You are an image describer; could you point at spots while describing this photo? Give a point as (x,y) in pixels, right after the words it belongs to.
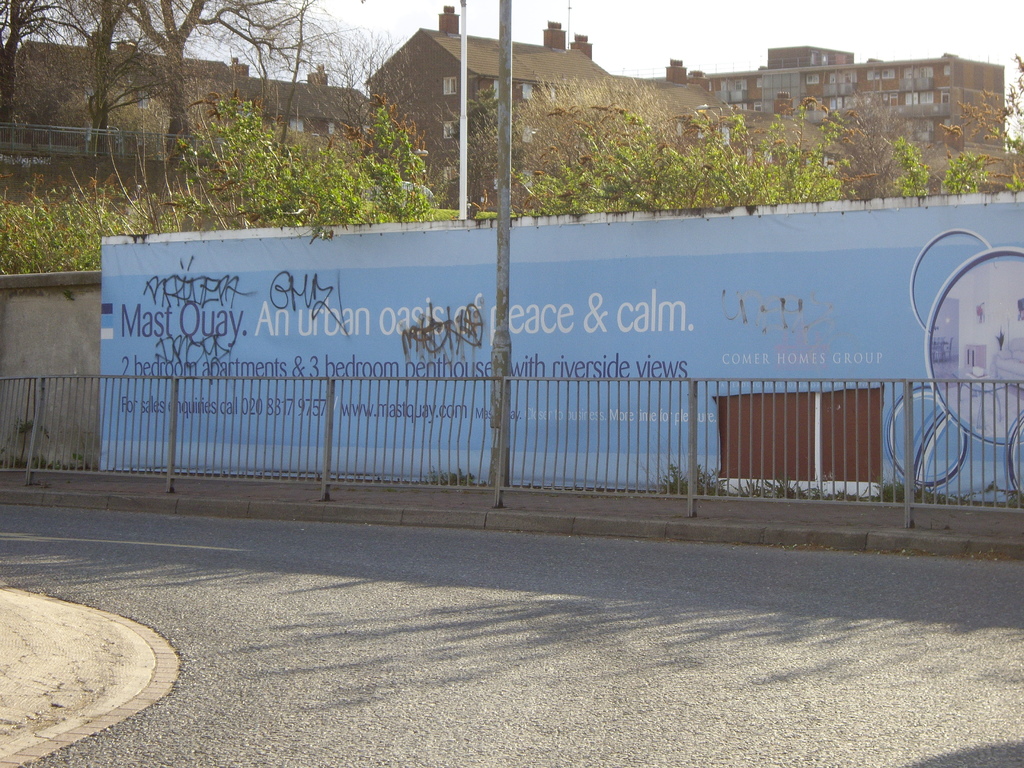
In this image I can see few buildings (787,120), windows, trees (472,144), poles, fencing (995,455) and the blue color board (269,285). The sky (414,24) is in white color.
